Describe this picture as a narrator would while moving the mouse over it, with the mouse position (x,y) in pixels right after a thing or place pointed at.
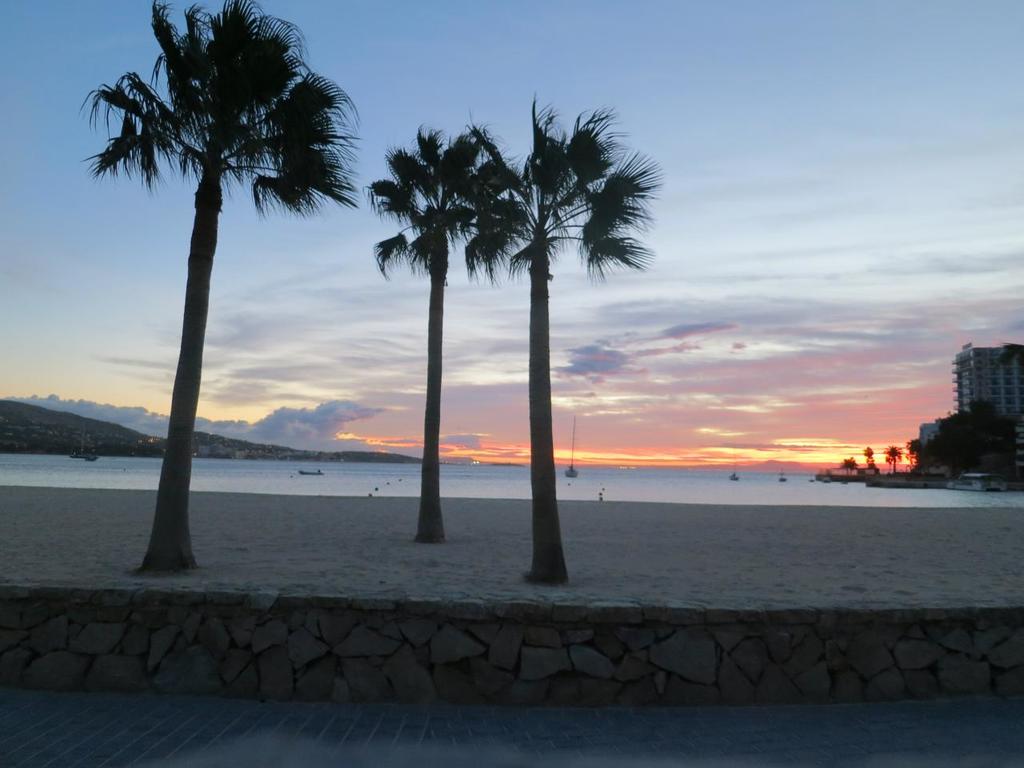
In the image we can see in front (193,433) there are coconut trees (434,388) on the ground (624,515), the ground (657,521) is covered with sand (634,531) and there is a sea shore (566,476). Beside there are buildings (935,433) and there are trees (958,422), there is road (507,708) in front (268,713).
